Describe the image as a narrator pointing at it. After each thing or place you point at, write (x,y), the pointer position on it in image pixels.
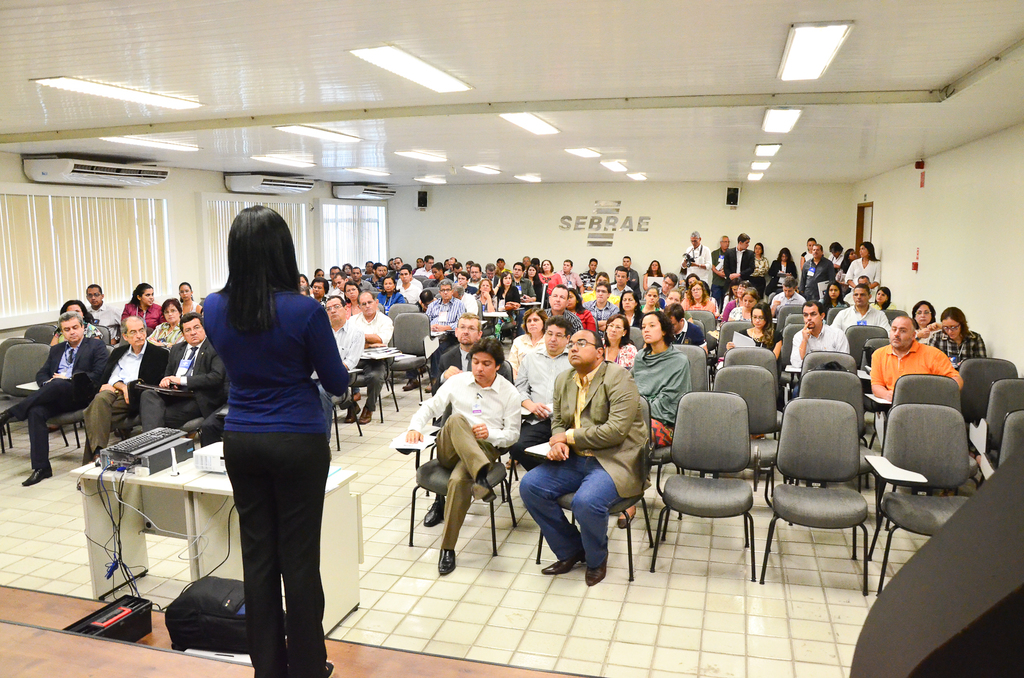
In this picture there are many people (632,303) sitting in the chairs (804,414) in this room (535,324). There are men (481,327) and women (532,339) here. There is a woman (249,496) standing on the stage (249,670) near the table (227,484) and talking. There are air conditioners (244,188). In the background (505,232) there is a wall (544,210).
